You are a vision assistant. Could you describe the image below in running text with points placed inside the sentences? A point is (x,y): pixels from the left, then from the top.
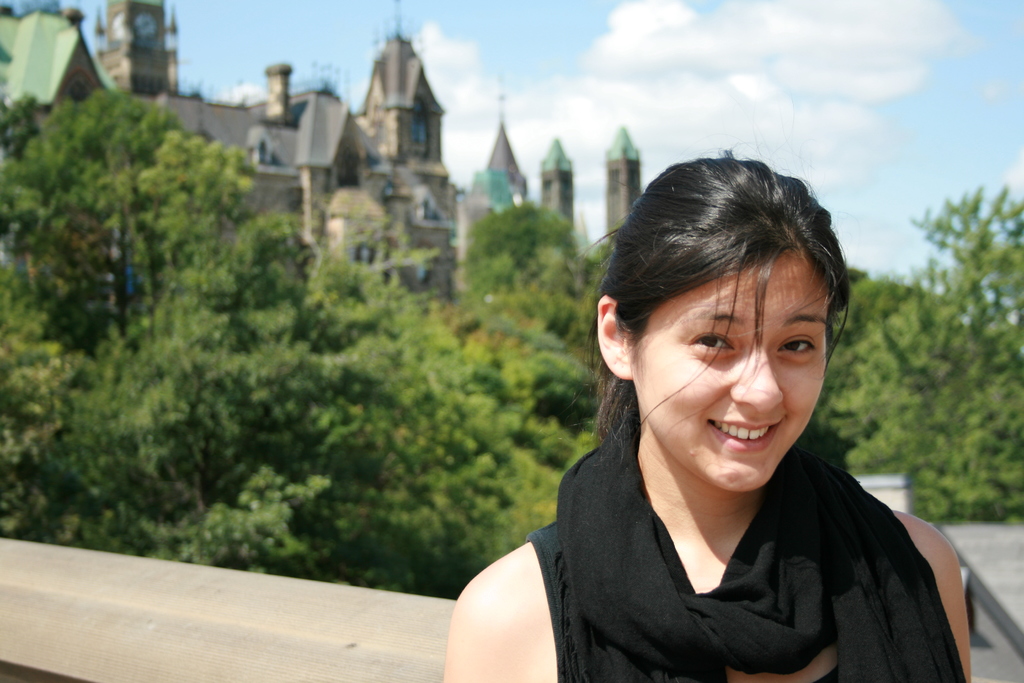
In this image there is a woman (709,519) standing with a smile (730,420) on her face (716,421), behind her there are trees (384,324), buildings (374,189) and the sky (654,175).
